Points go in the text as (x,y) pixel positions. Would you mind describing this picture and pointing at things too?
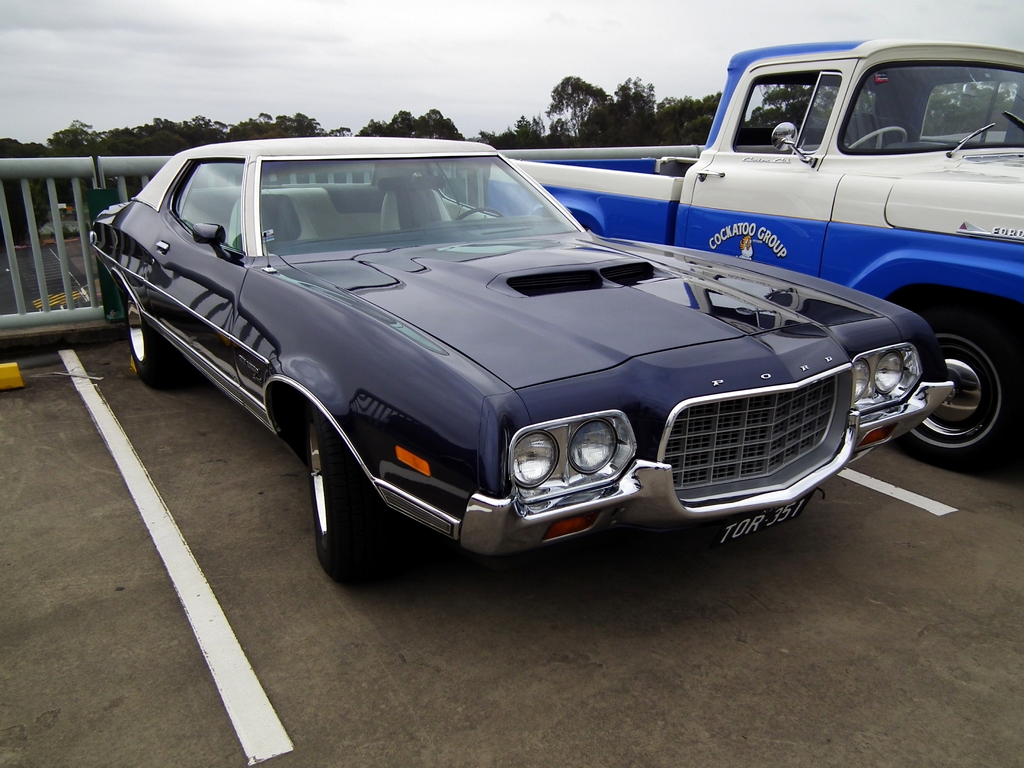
In this picture I can observe two cars (549,231) parked in the parking lot (416,720). They are in black, blue and white colors. Behind the cars (208,211) there is a railing (50,178). In the background (196,129) there are trees (302,130) and sky (255,112).
